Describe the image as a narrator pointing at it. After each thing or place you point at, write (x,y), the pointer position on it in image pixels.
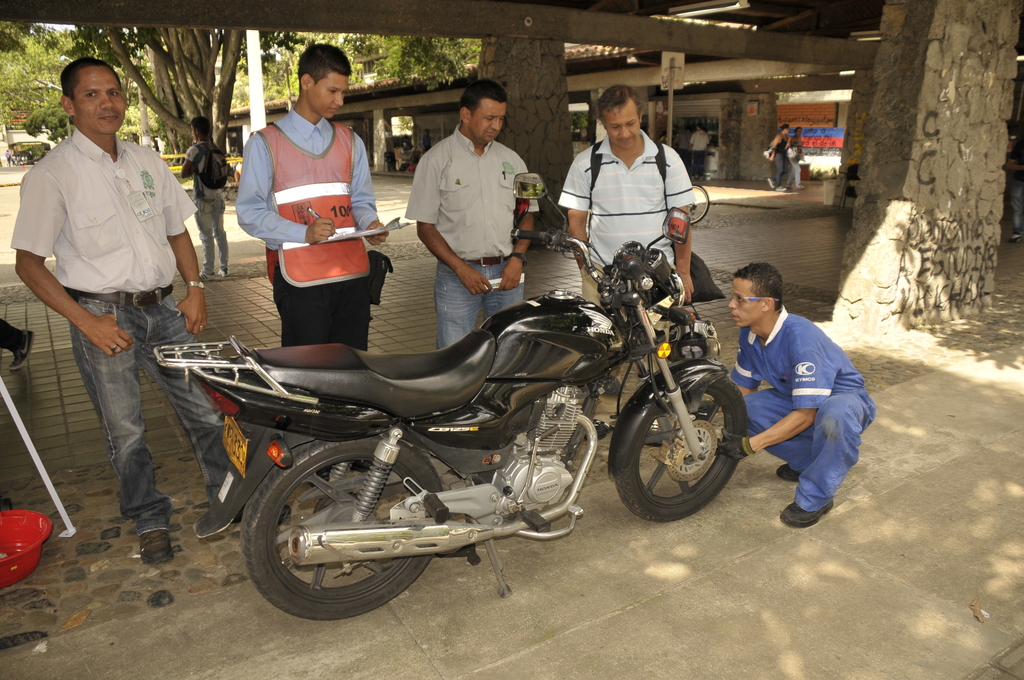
In this image we can see few people (208,262), a person (305,220) is holding a paper (351,231) and a pen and a person (505,279) is holding an object (491,282), there is a motor bike (495,456), a tub (32,532) and a metal rod (57,504) and there are few trees (164,80) and shed (395,102) in the background (387,136).
